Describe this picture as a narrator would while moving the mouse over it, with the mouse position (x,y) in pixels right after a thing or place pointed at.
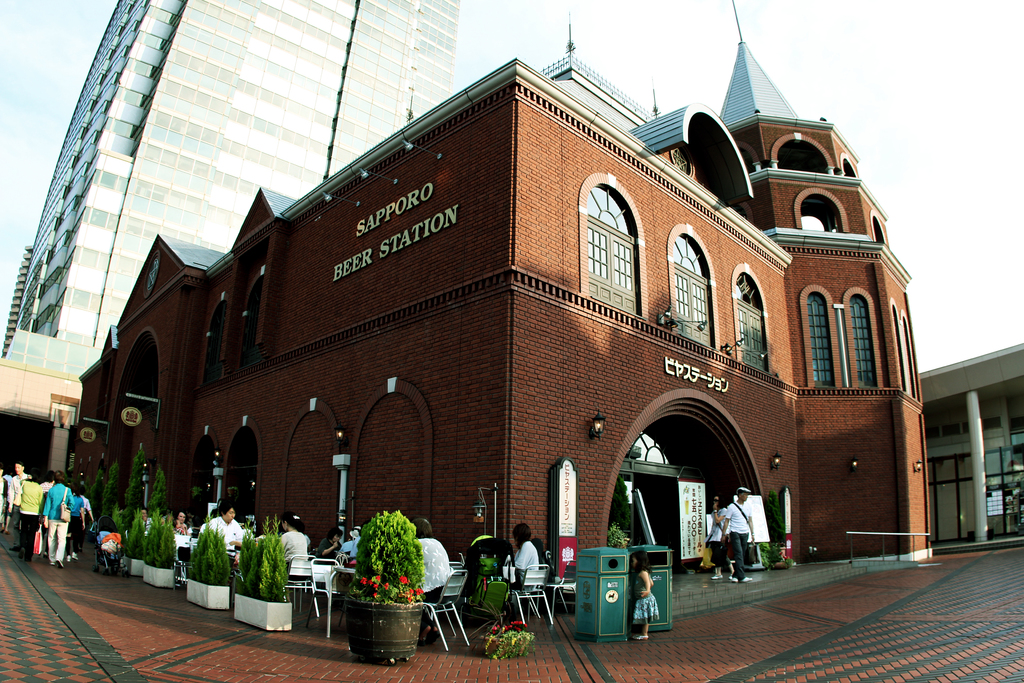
In this image I can see few buildings (515,385). I can see few chairs (437,628) and tables (330,618). I can see few people (34,509). There are few plants (379,600) and trees (245,590). I can see some text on the building (488,316). I can see the sky (692,71).
